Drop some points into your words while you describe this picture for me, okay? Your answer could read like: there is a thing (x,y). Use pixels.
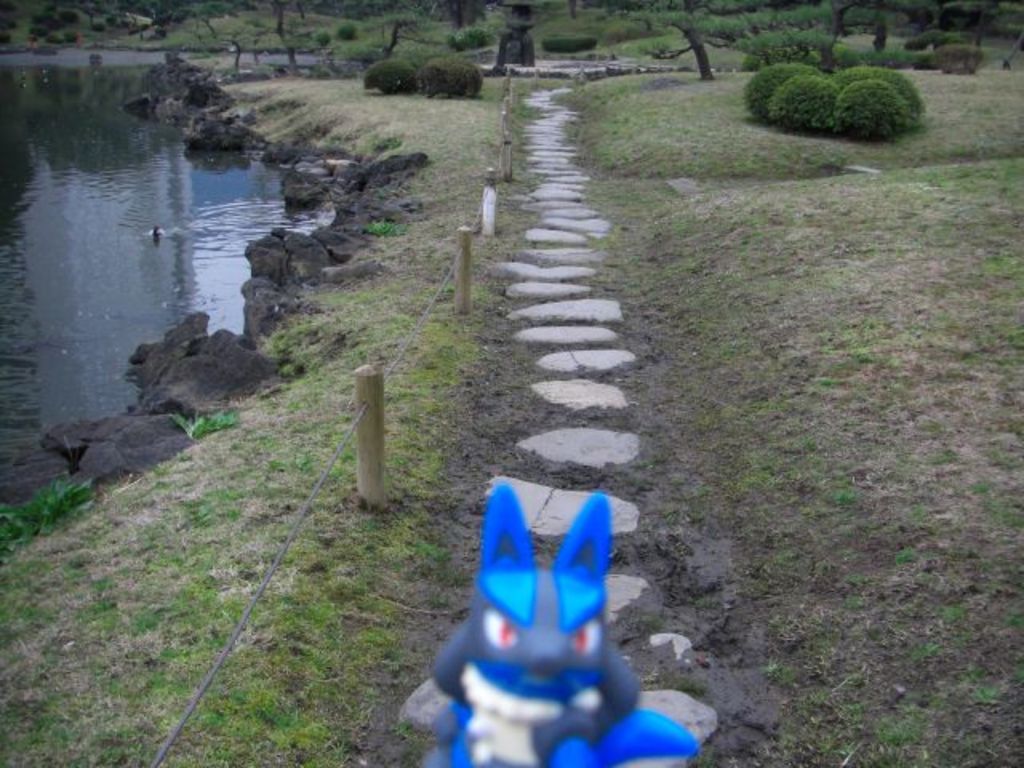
In this image, we can see some plants (801,91). There is a lake (100,320) on the left side of the image (151,310). There is a fence (505,117) in the middle of the image (385,375). There is a toy (549,601) at the bottom of the image (572,663).
